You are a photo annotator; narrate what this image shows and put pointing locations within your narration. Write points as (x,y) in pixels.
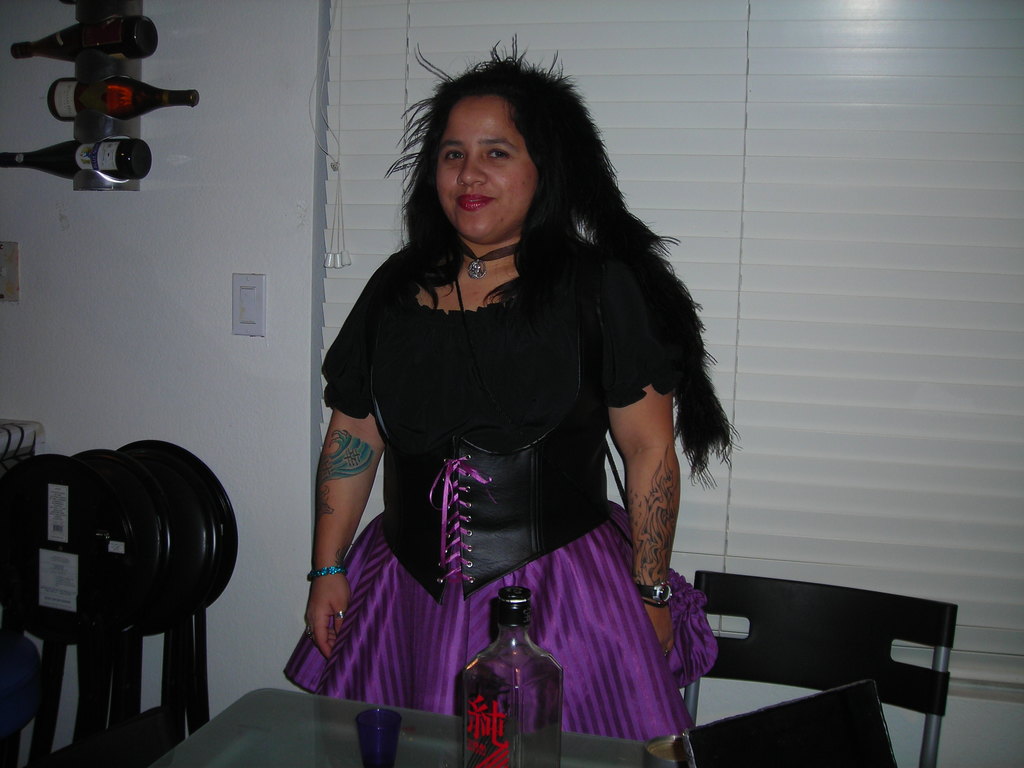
In the image a woman (423,496) is wearing purple and black dress (446,477) she is posing for a photo to her left there are some bottles (118,117) in front of her on the table (250,708) there is another bottle (518,685) she is standing beside the chair (800,662), in the background (276,162) there is white color wall (288,199) and also a window (860,268) beside the wall (267,173).
